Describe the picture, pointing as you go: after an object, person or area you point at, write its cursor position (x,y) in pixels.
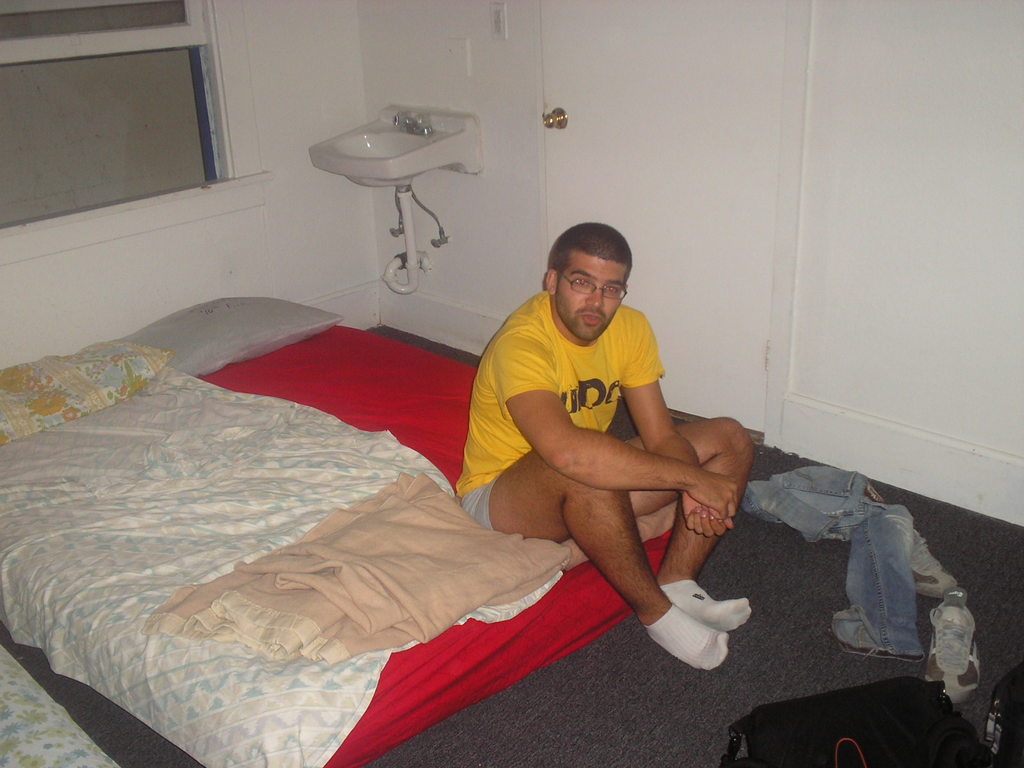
This picture is of inside the room (767,576). In the center (563,333) we can see a man (574,343) wearing yellow color t-shirt (550,357) and sitting on the bed (199,396). On the left (179,404) there is a bed (256,441) and a blanket (207,595) and pillows (177,335) are placed on the top of the bed (342,473). On the right (684,60) we can see a door (656,127) and a wall (951,147). In the background (140,76) we can see a window (105,83).
